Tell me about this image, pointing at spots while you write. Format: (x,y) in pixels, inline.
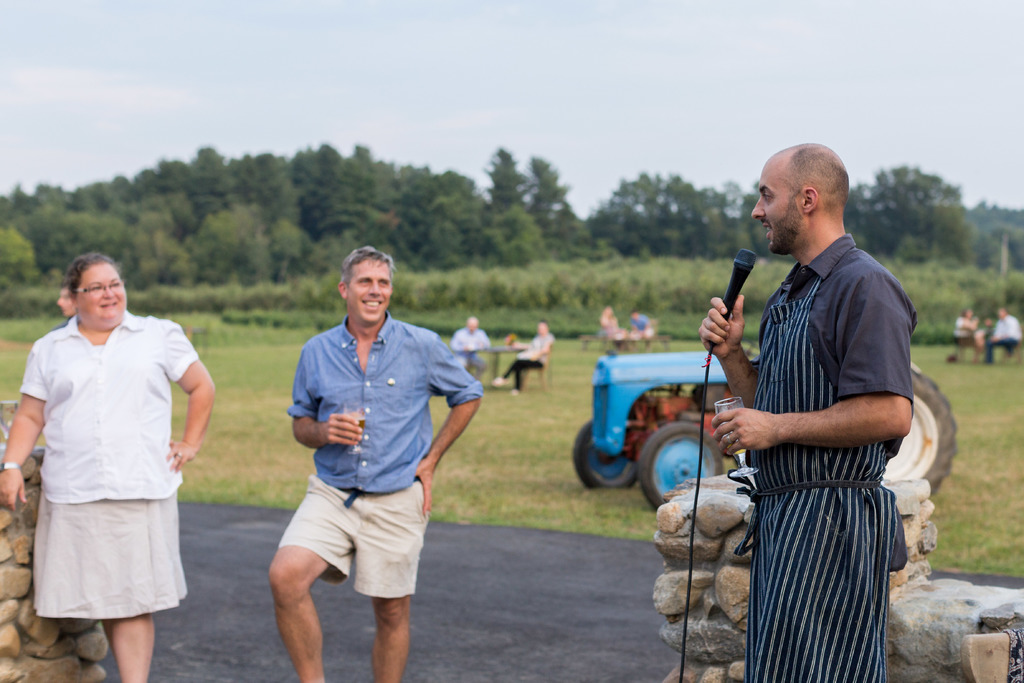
This picture is clicked outside. On the right (820,243) there is a man (787,324) standing, holding a microphone (731,288) and a glass (738,472). On the left (329,375) we can see another man (370,312) wearing a shirt (384,359), smiling, holding a glass (349,430) of drink (359,437) and standing on the ground (338,672) and we can see a woman (99,340) wearing white color dress (69,396), smiling and standing and seems to be leaning on the stone wall (96,632). In the background (558,499) we can see the group of people (538,349) seems to be sitting on the chairs (545,370) and we can see a vehicle (650,403) is parked on the ground (563,476) and we can see the green grass (543,395), plants (959,308) and trees (611,235) and the sky (158,27).
